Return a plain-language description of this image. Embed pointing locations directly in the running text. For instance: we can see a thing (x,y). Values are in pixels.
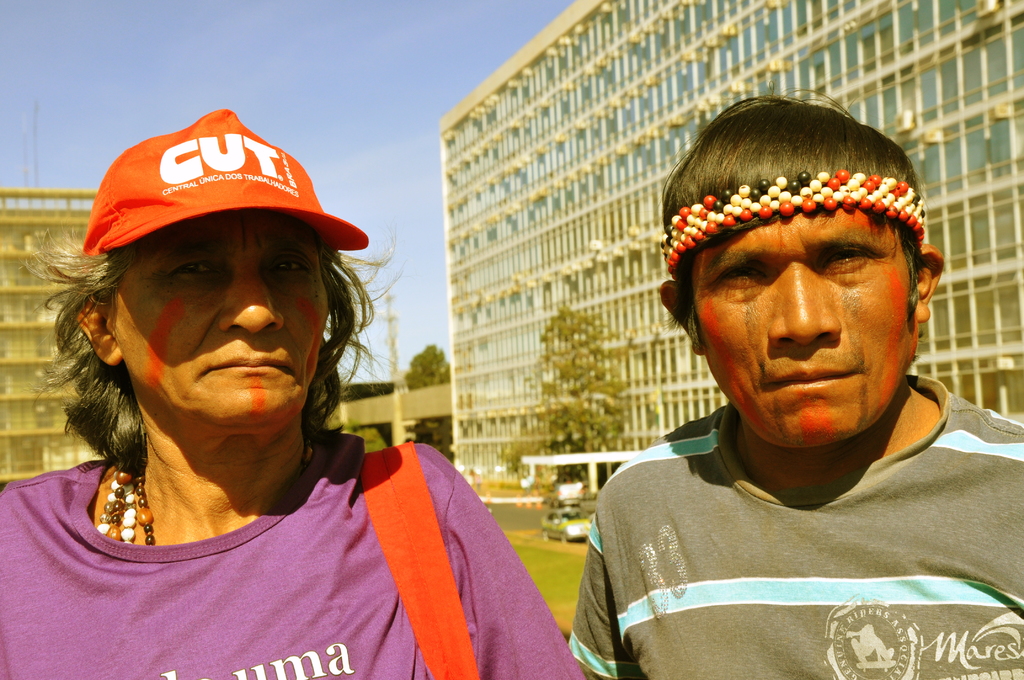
In this picture we can see a man (780,376) and woman (358,439), she wore a cap (207,187), behind to them we can see few buildings (516,297), trees (594,316) and vehicles (567,494).
